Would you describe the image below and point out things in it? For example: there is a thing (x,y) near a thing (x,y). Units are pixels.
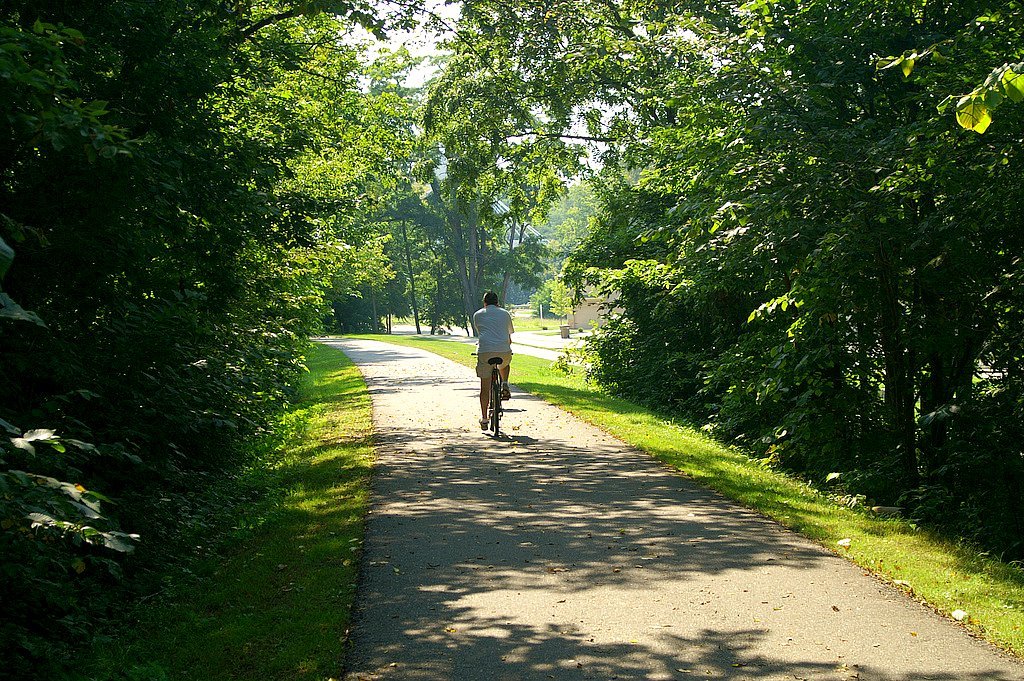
In this image we can see a person (496,349) riding on the cycle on the road (485,435), there are some plants (49,535) and trees (713,300), we can also see a house (583,322), and the sky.
